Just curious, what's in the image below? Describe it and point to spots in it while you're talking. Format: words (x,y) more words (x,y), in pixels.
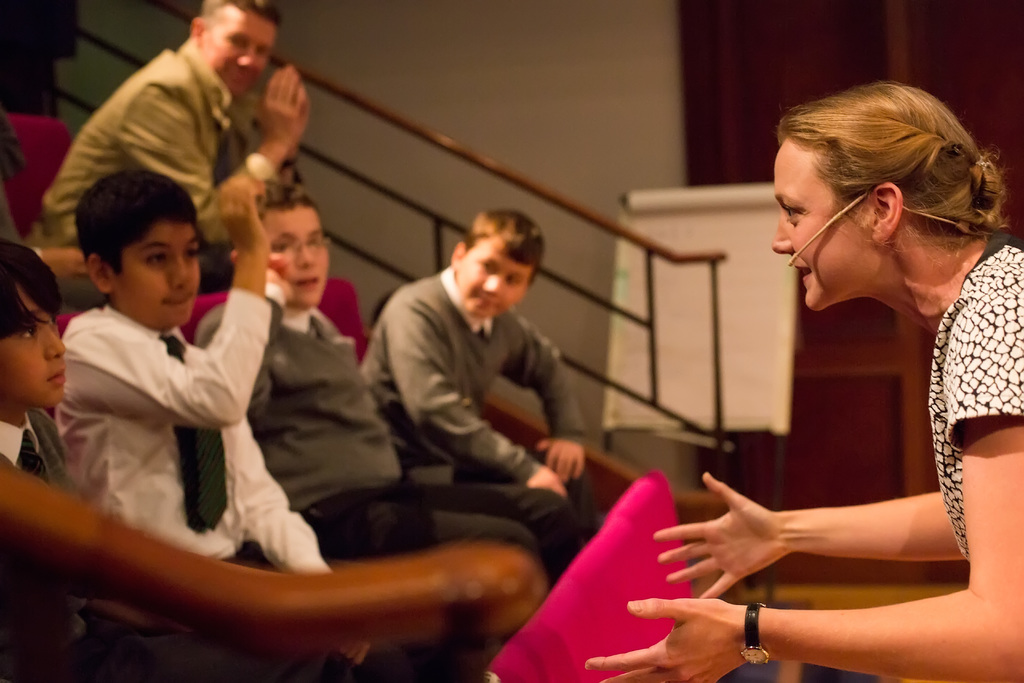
In this image, we can see a group of people (525,276) wearing clothes (235,154) and sitting on chairs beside the wall (566,264). There is a person (978,340) on the right side of the image (950,343) wearing a watch (754,648) and microphone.
